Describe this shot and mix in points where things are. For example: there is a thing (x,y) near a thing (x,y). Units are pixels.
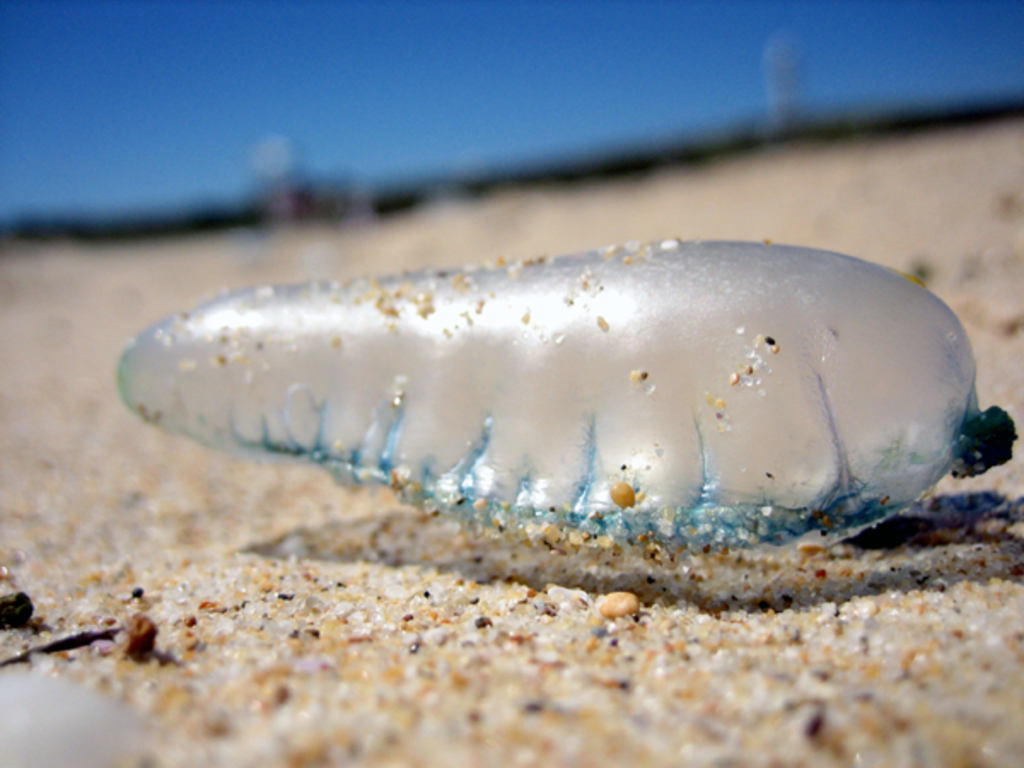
In this image we can see a transparent oval shaped thing (474,382) is kept on sandy surface (290,615).
